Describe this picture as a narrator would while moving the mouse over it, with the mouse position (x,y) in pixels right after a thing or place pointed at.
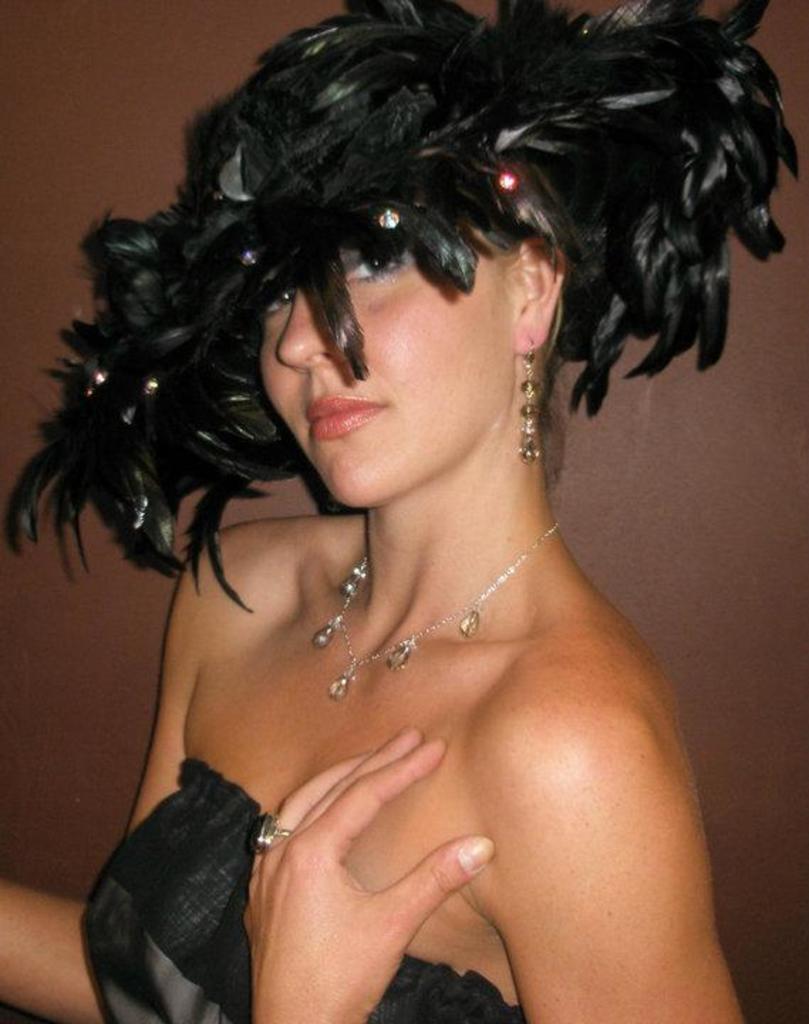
In the center of the image (301,680) we can see a lady (543,566) is wearing a black dress (112,996), chain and feather crown (368,211). In the background of the image (293,507) we can see the wall (37,629).
